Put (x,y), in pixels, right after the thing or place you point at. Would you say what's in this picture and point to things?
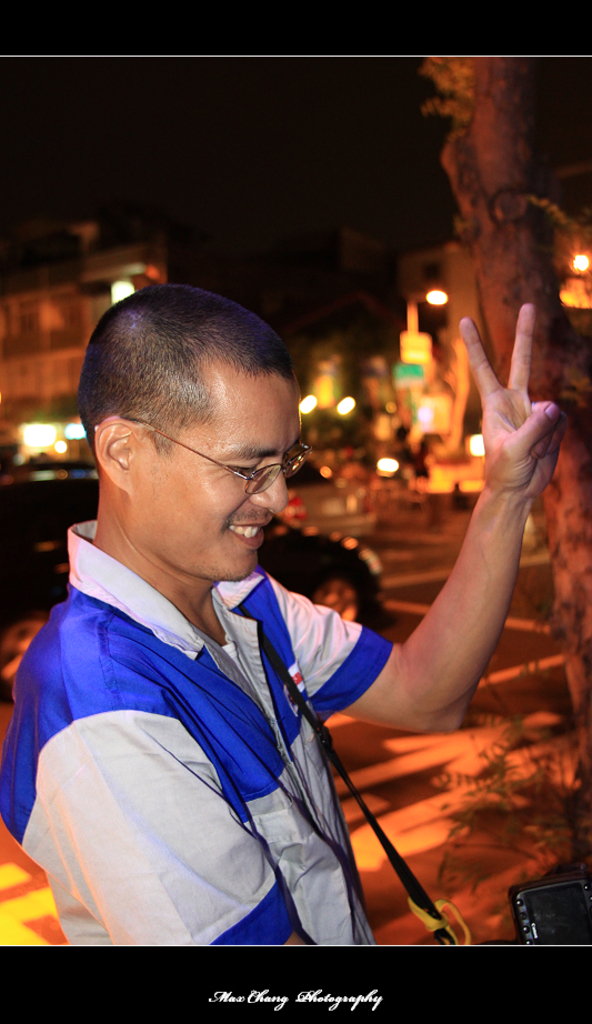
This is the man (229,697) standing and smiling. I can see a car (323,549) on the road (403,556). In the background (397,437), I think these are the buildings (54,351) with the lights (427,419). On the right side of the image (509,268), I think this is a tree trunk (540,353). At the bottom of the image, that looks like a watermark (328,995).
